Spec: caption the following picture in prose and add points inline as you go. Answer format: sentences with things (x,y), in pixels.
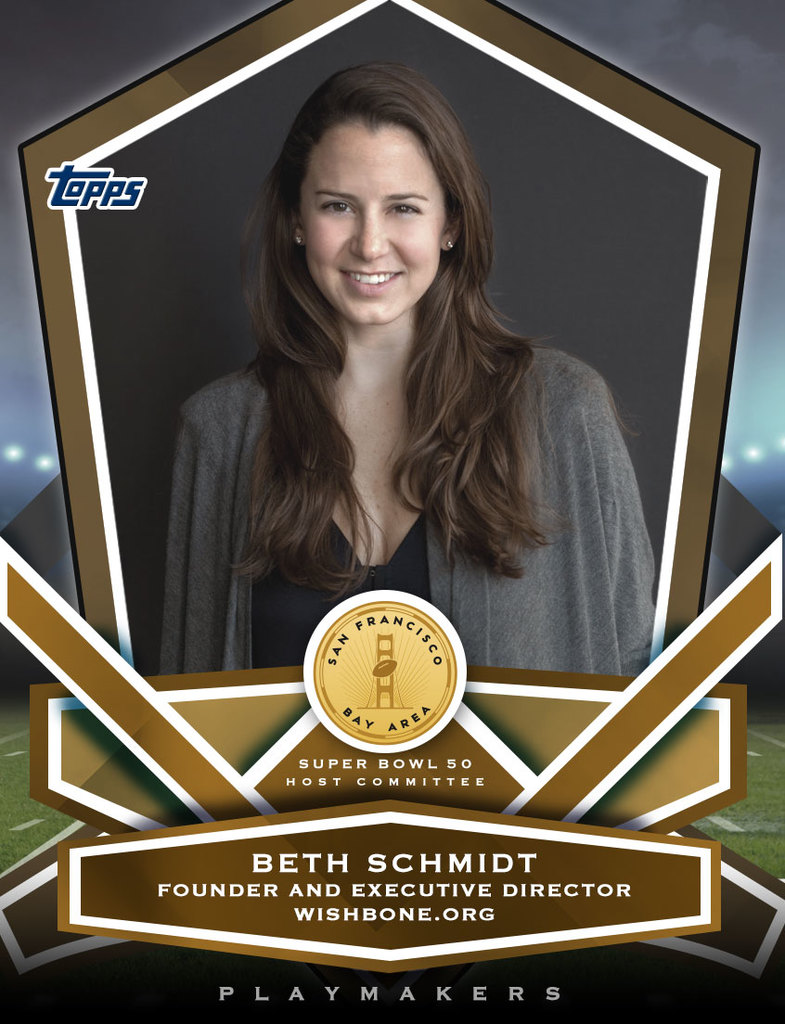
In the picture we can see an image of a woman (609,620) smiling in the badge (734,166) with a name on it San Francisco.
